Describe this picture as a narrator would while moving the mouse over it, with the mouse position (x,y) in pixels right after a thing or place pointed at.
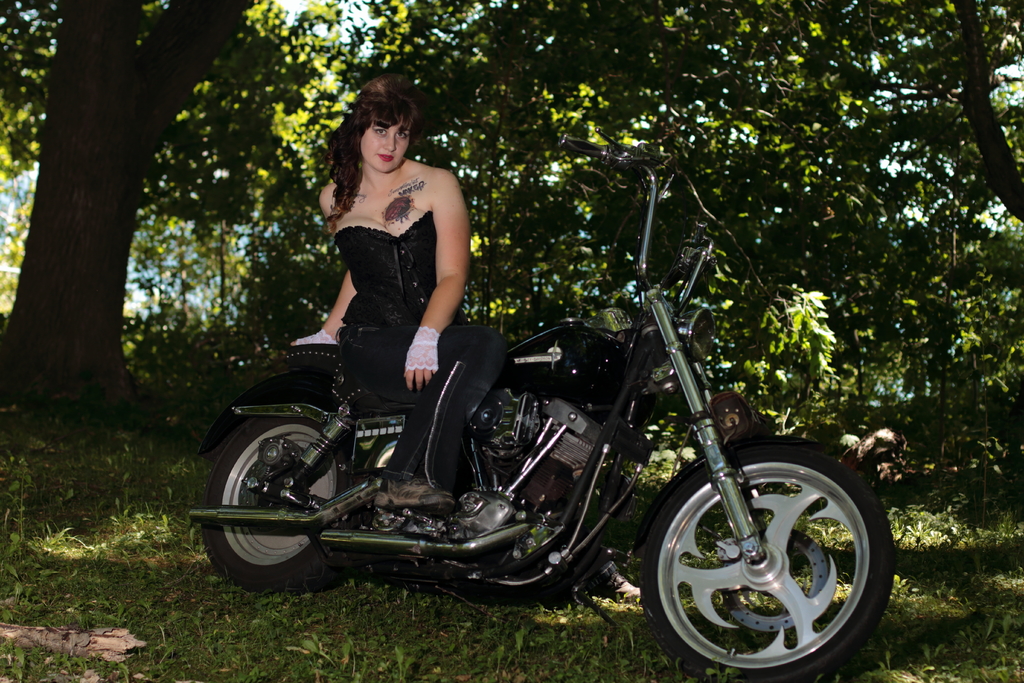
In the image there is a woman (381,275) sitting on bike (332,359). In background (624,71) there are some trees (523,64) with green leaves (844,126) at bottom (77,569) there is a grass (77,569).
